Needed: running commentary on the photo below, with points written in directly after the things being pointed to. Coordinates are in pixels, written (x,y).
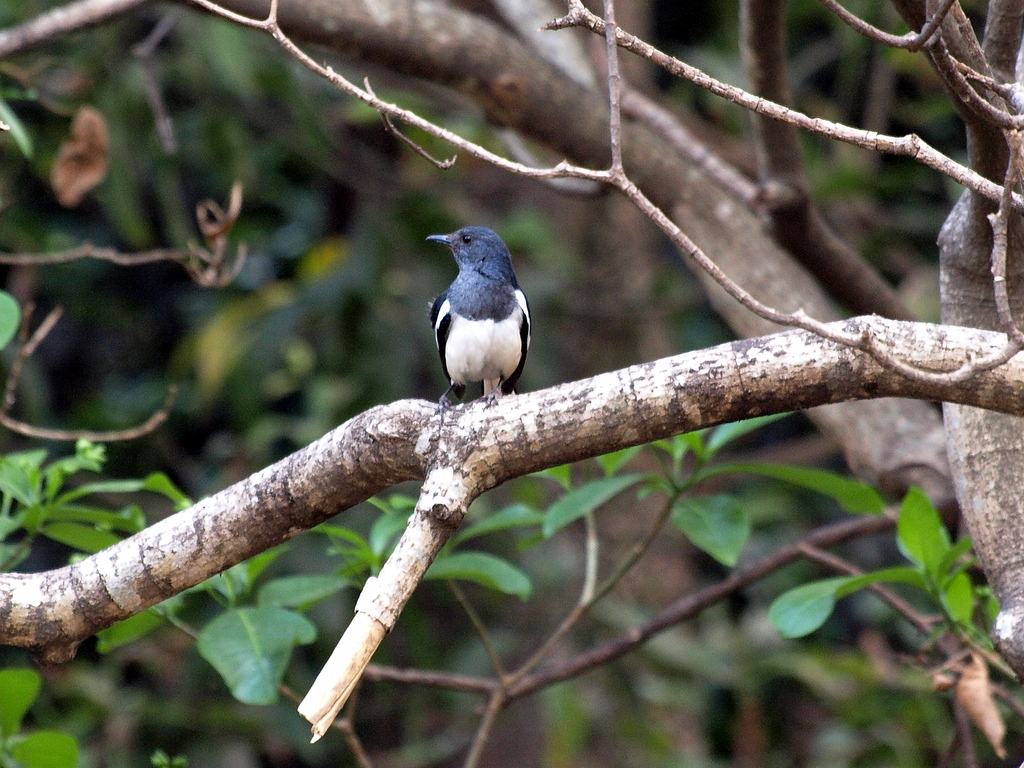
In the center of the image (502,257) there is a bird (468,240) on the tree branch (297,524). In the background of the image (225,101) there are leaves (212,111).
